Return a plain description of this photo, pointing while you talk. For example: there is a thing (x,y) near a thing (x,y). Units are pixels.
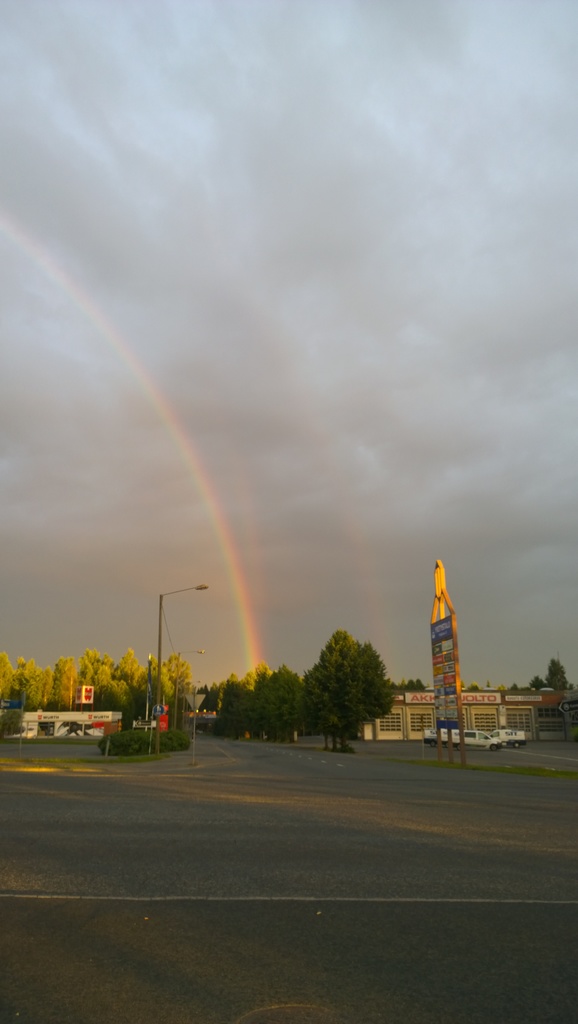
In this image there are trees (132,673), poles (451,735), board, cars (442,740) and a building (383,718). At the bottom (281,930) there is a road (373,847). In the background (255,566) there is sky (227,329).
